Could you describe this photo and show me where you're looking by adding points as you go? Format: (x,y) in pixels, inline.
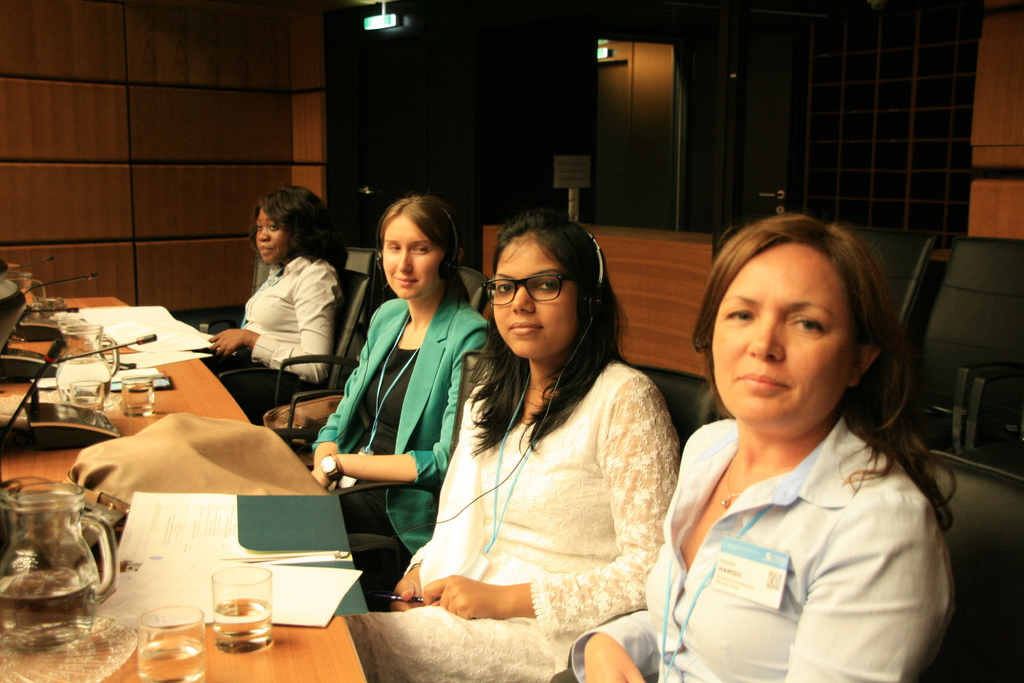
In the center of the image (526,418) we can see four persons (438,452) are sitting on the chair (348,281). And some of them are smiling, which we can see on their faces (749,377). In front of them, there is a table (169,395). On the table (129,555), we can see glasses (87,405), papers (105,311), microphones (70,357), two jugs (73,334), one plate (85,640), one paper cover (180,436) and a few other objects (161,480). In the background (253,182) there is a wall (215,49), door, sign boards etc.
